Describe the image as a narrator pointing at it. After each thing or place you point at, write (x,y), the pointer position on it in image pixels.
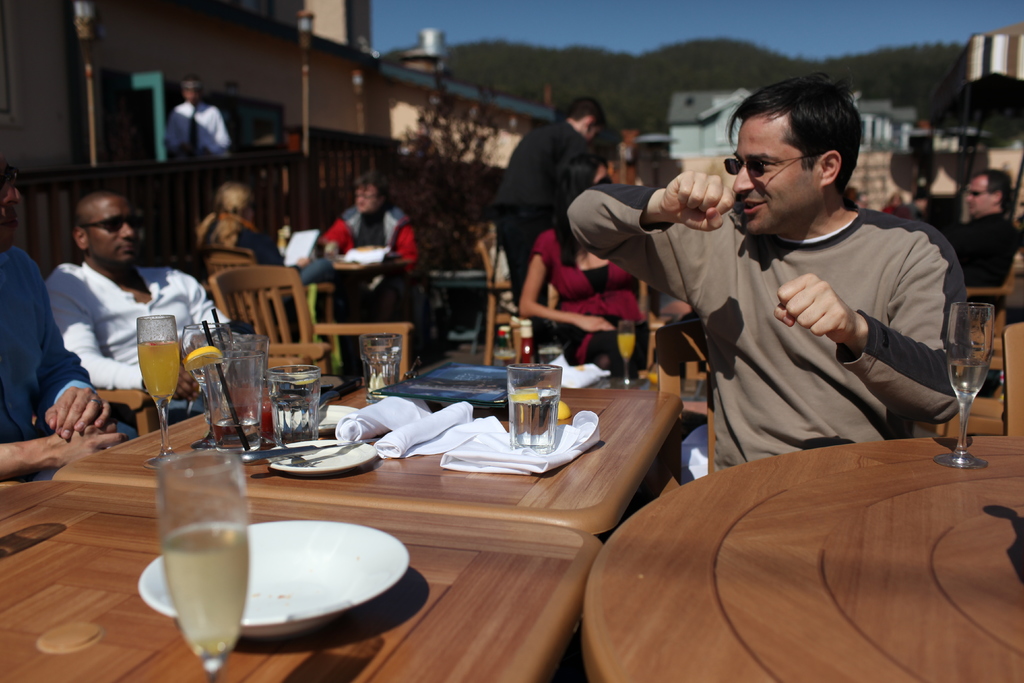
On the right (725,323) a man (711,366) is sitting on the chair (668,379) wearing spectacles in the middle (552,442) there are wine glasses (166,396) and glasses (289,378) on the table (24,581).
